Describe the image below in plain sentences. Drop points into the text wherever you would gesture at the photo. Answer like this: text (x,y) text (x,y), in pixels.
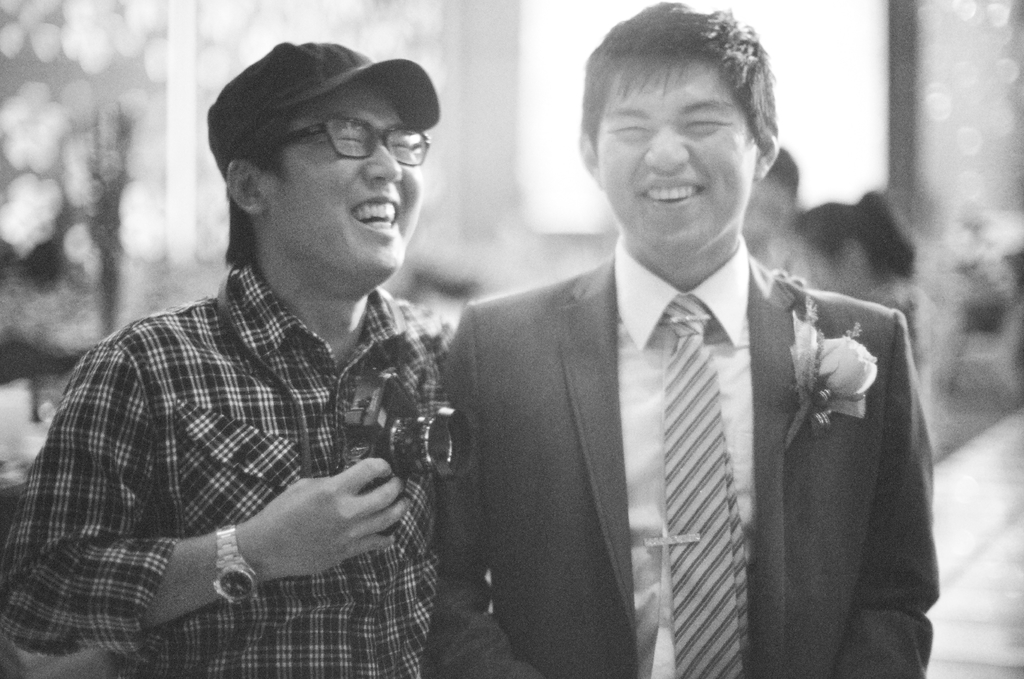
As we can see in the image in the front (584,377) there are two persons (494,330) standing. The man (254,423) standing on the left side (258,394) is wearing black color shirt (243,445) and holding camera (437,448). The man (751,418) standing on the right side (774,659) is wearing black color jacket (567,472). The background (905,22) is little blurred.
